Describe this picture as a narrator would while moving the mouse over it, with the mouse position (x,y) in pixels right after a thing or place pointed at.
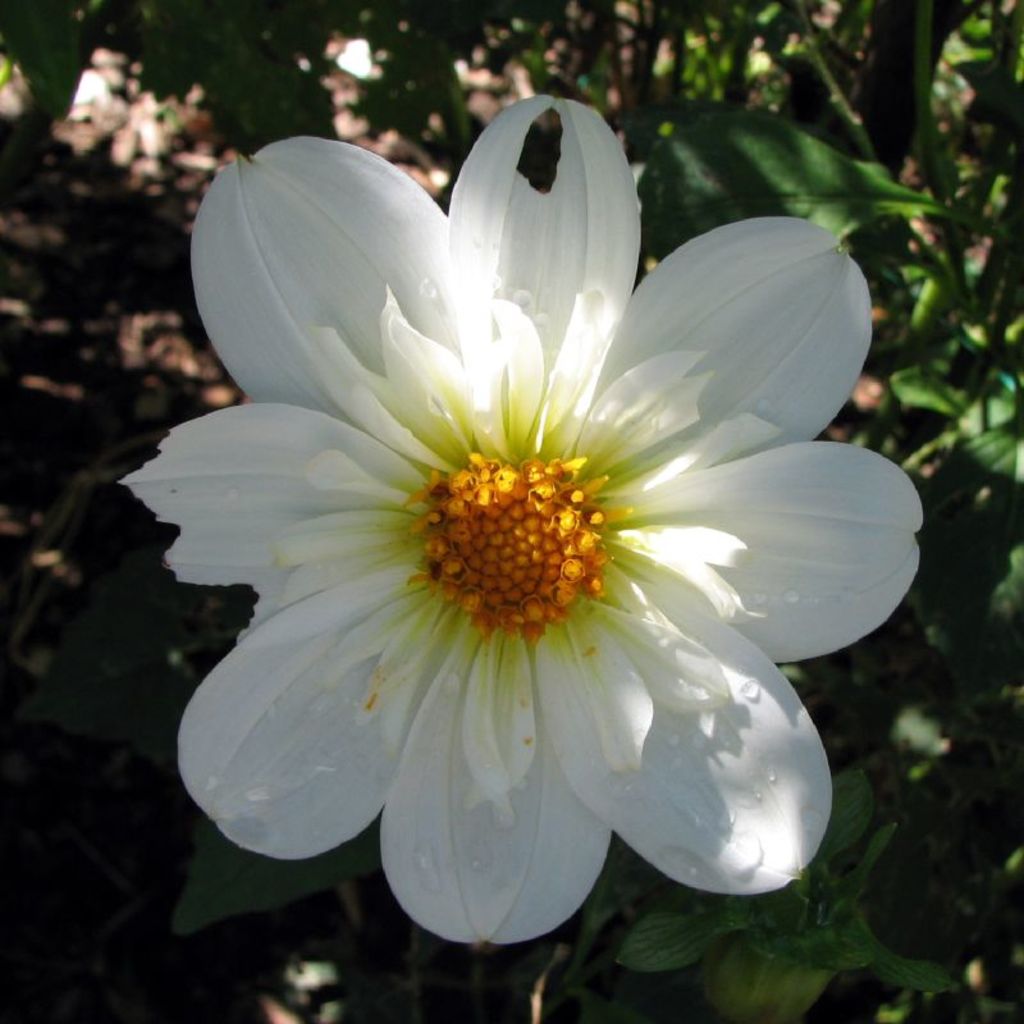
In this image I can see a flower (511,715). And in the background (1001,324) there are leaves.
